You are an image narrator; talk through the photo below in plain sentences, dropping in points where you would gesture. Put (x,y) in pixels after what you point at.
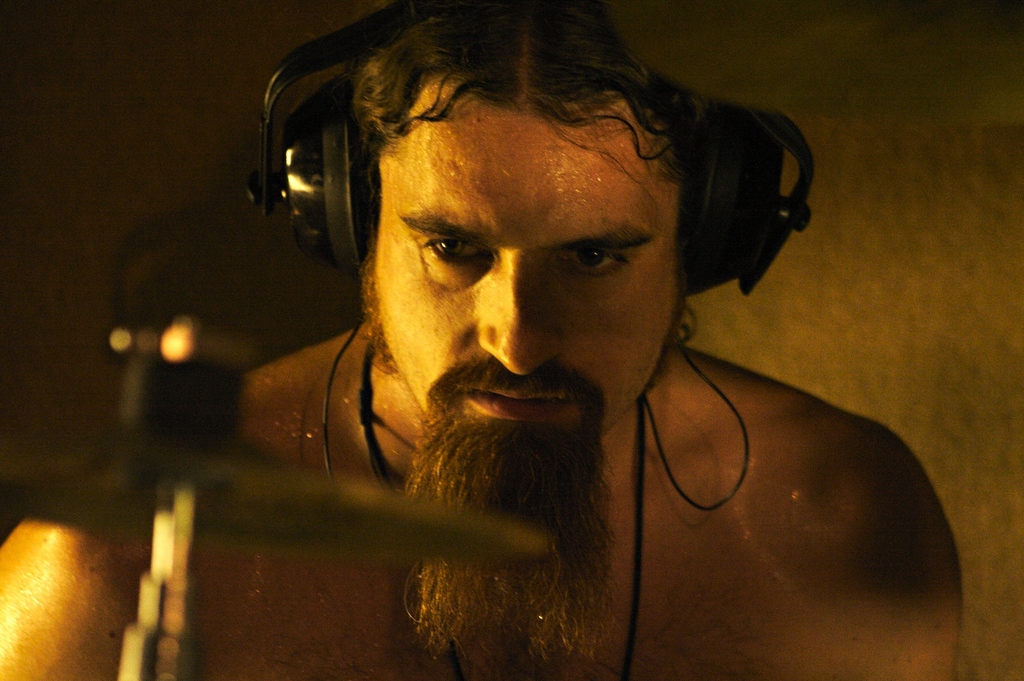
In this image I see a man (365,321) who is wearing headphones (305,221) on his head (543,200) and I see few black wires (643,460) and I see that it is blurred over here and I see the wall (1008,485) in the background (907,365).
